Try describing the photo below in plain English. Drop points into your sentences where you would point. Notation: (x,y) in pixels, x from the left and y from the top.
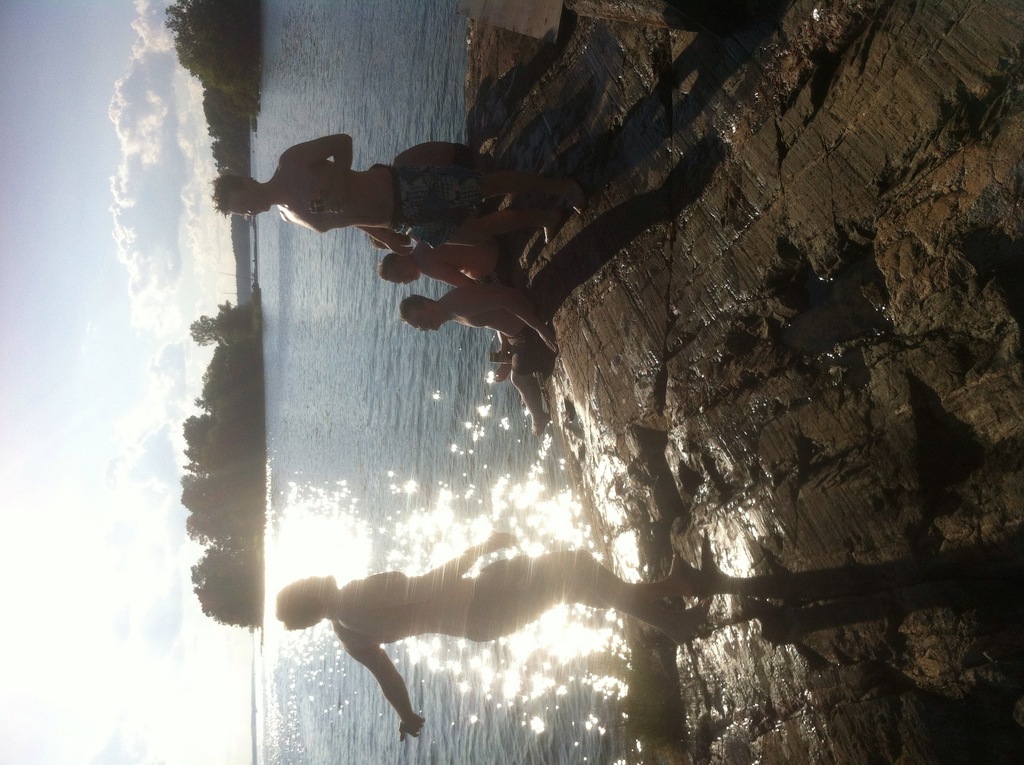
In this image I can see few persons (530,614) standing and few persons (406,307) sitting on the ground (623,390). In the background (403,407) I can see the water (341,344), few trees (253,329) and the sky (87,235).
